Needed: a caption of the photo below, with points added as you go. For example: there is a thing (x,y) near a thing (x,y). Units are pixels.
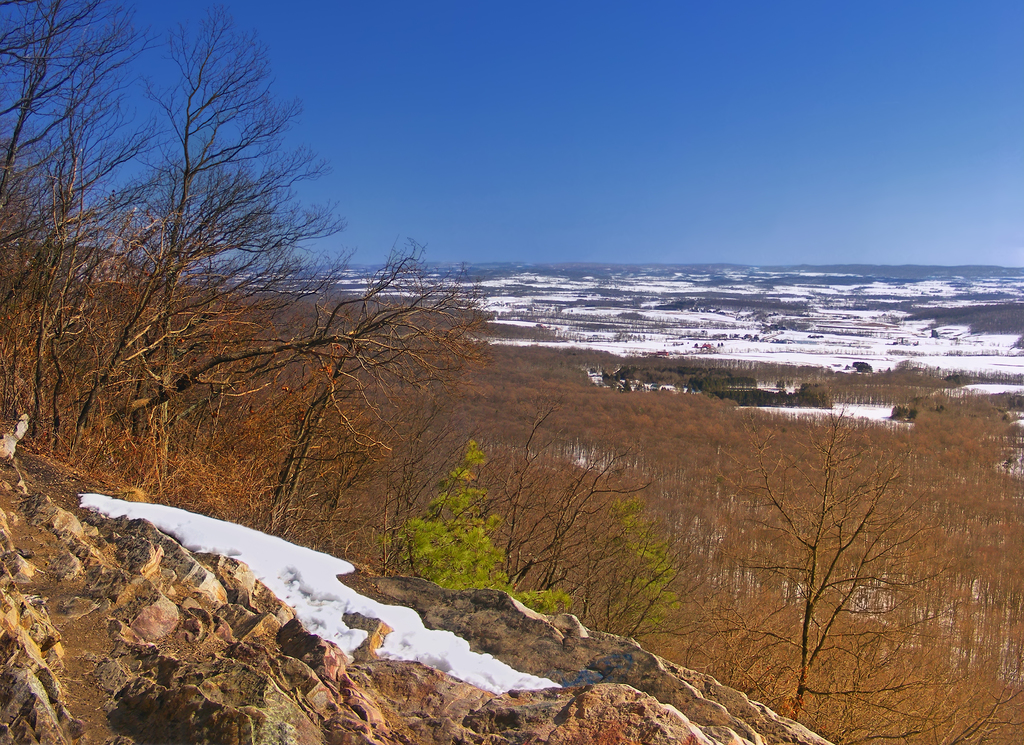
In this image in front (408,727) there is a rock (567,616). In the background (400,468) there are trees (525,439) and sky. At the bottom of the image (445,632) there is snow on the surface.
